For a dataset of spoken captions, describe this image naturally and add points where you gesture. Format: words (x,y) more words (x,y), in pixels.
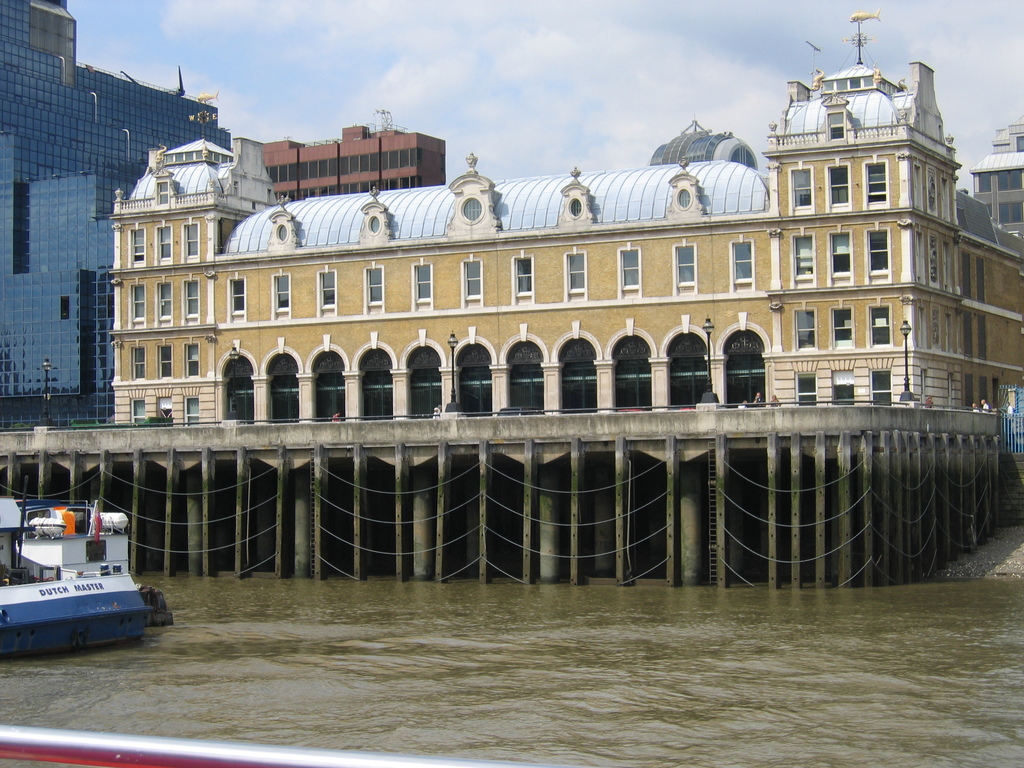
In this image there are some buildings (444,290) and bridge (418,438) in the center (625,474), and also we could see some poles (485,464), railing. At the bottom (199,605) there is a river (829,681) and in the river (829,681) there are some boats (142,621), and at the top (236,112) there is sky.
